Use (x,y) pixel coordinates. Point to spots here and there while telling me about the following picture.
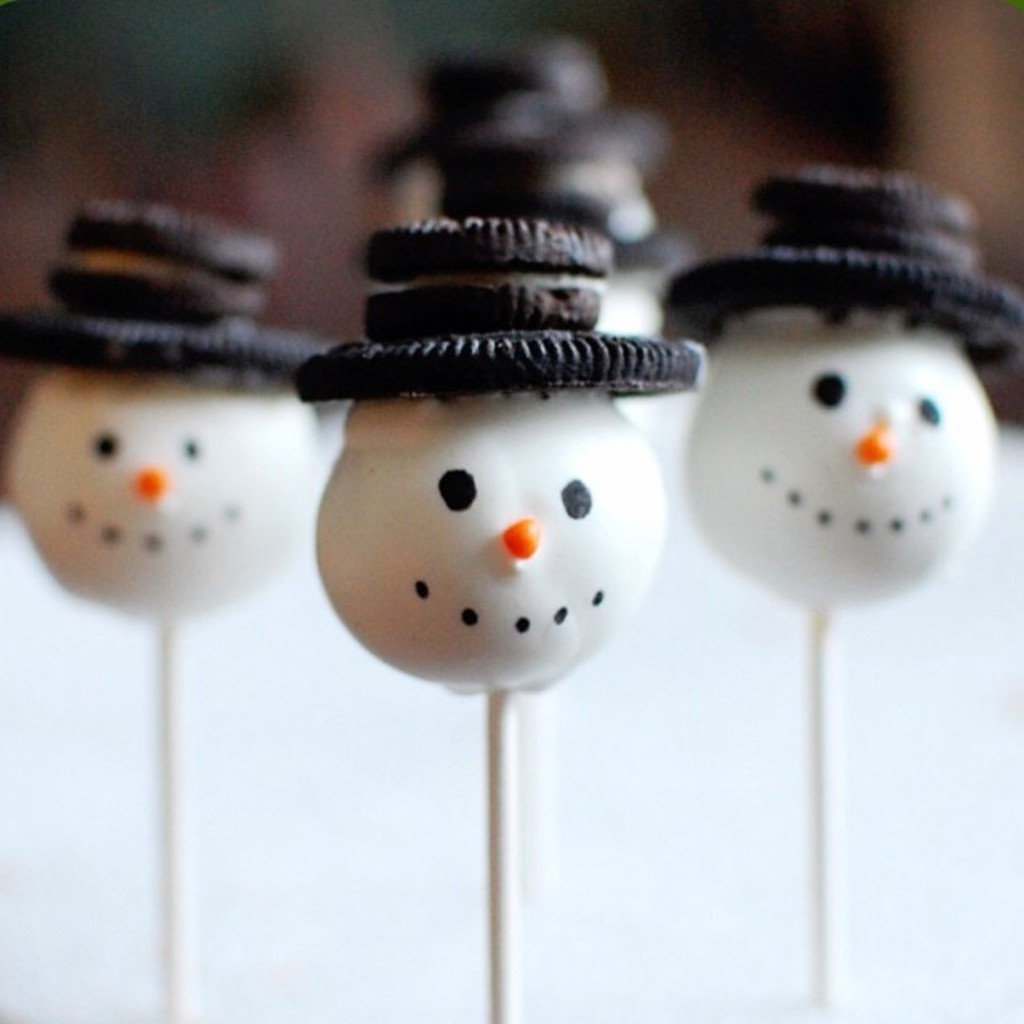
In this image, we can see some lollipops (806,565).
